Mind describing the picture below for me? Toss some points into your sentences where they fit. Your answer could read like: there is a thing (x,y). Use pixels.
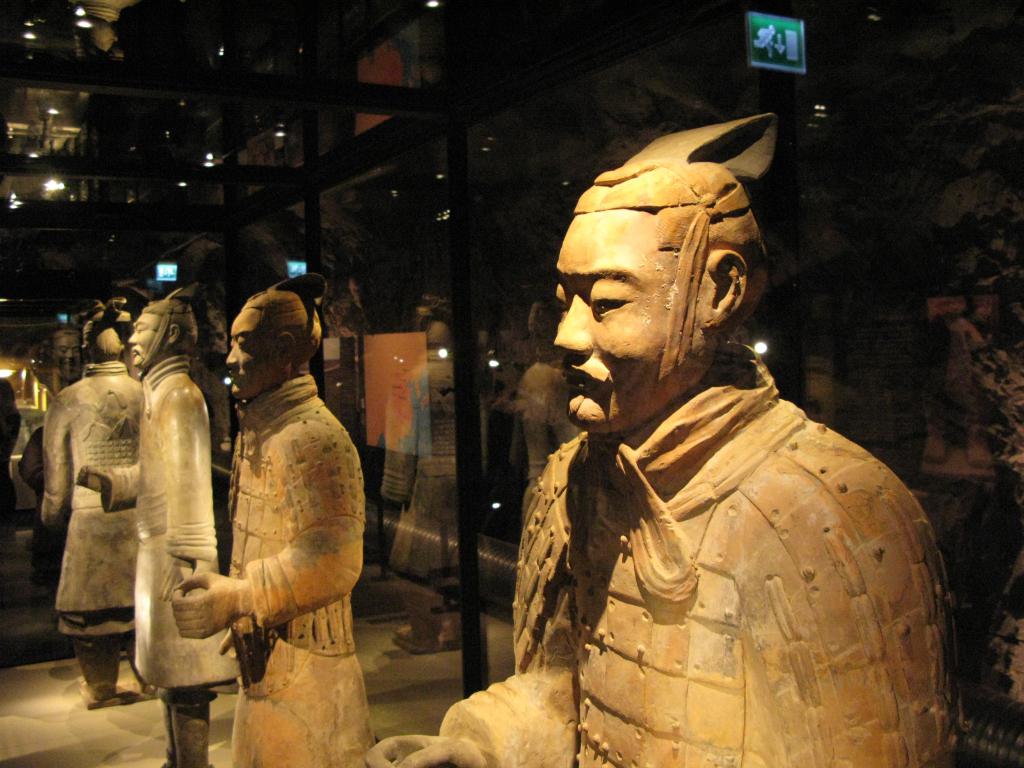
In this picture I can see number of sculptures (287,455) and I can see the glasses (123,198) and I see few lights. On the top right of this picture (770,50) I can see a sign board (770,50).
